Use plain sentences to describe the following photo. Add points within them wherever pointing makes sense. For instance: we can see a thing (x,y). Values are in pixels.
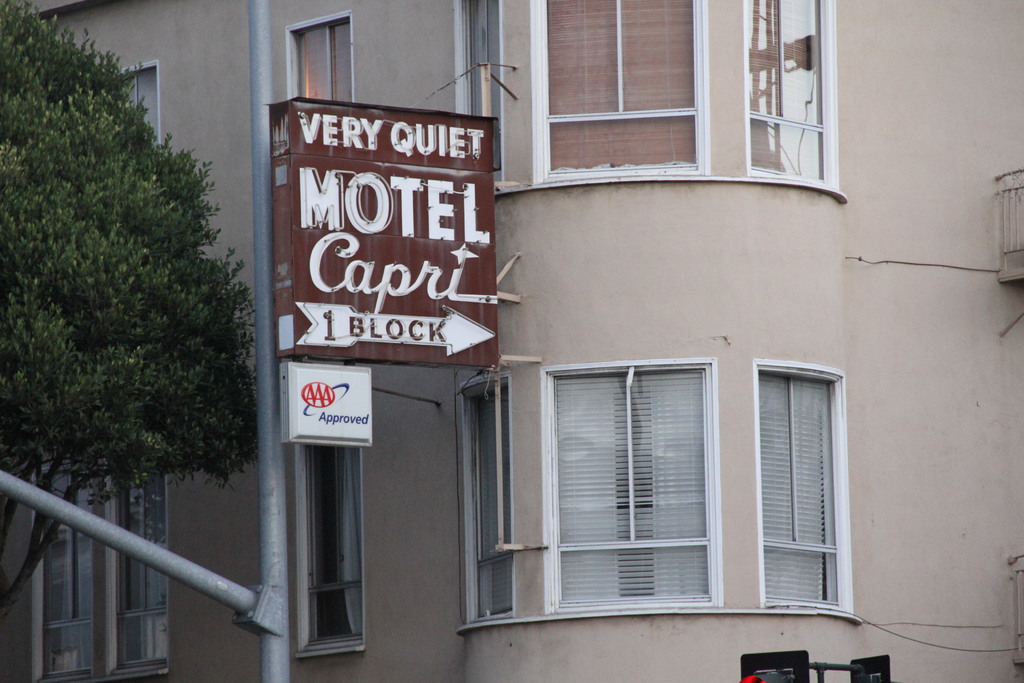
This picture is clicked outside. On the left (258,31) we can see the metal rods (251,15) and a board (432,117) on which we can see the text (386,331) and number (327,326). On the left corner (95,106) we can see the tree (123,300). In center (543,273) we can see the building (638,271) and we can see the windows (708,485) and window blinds (693,504) of the building (765,569). In the foreground (877,665) there are some objects (807,673).
